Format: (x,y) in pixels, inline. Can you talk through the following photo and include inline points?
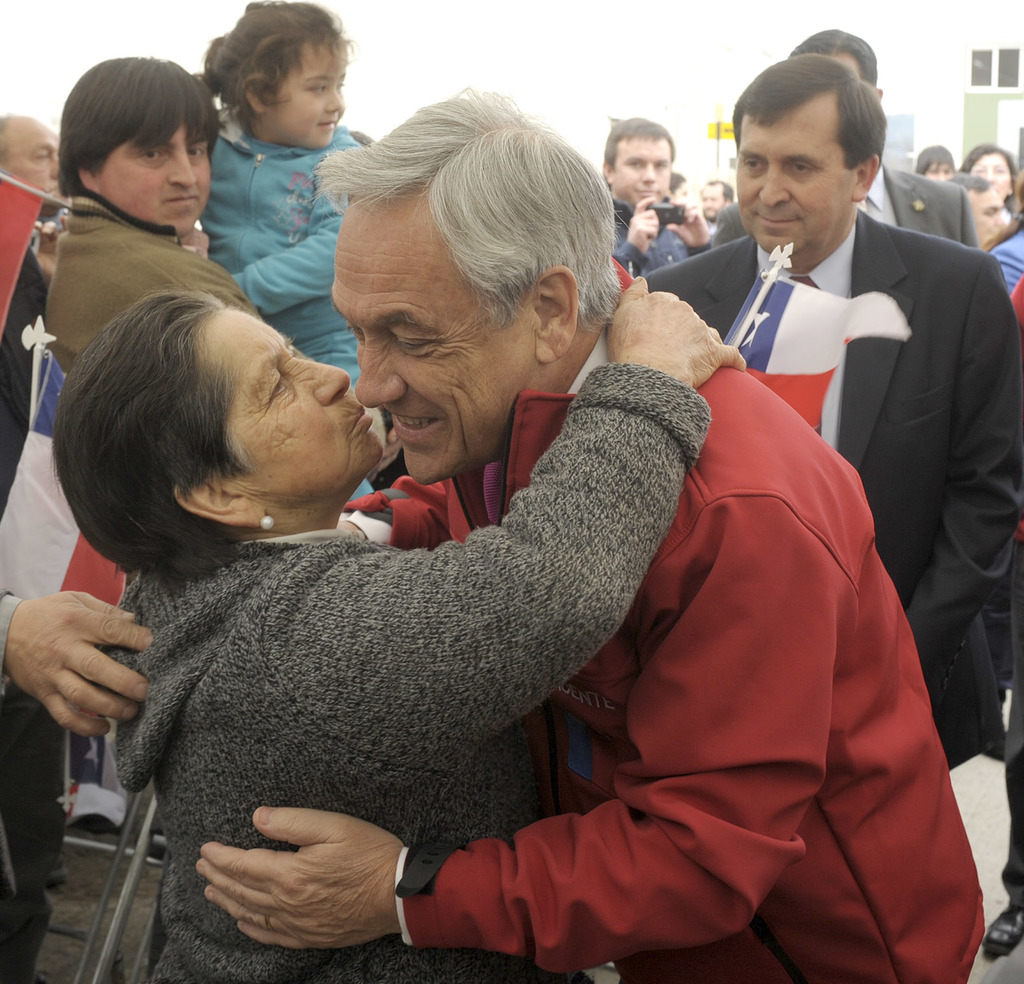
In this picture I can see two persons (596,252) standing and hugging each other, and in the background (988,482) there are flags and there are group of people (969,448) standing.
